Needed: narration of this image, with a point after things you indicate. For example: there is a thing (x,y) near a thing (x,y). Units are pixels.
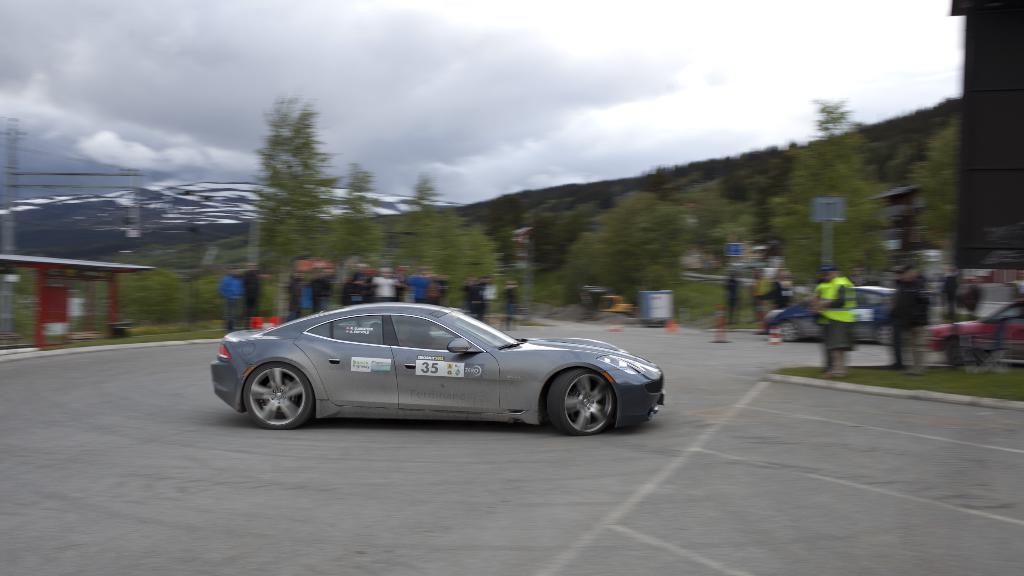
In this image, there are a few vehicles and people (516,284). We can also see the ground (724,374) with some objects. We can see some poles (827,221) with boards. We can also see a red colored object (61,269) on the left (92,282) and a black colored object (968,74) on the right (994,251). There are a few trees (587,210), towers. We can also see some wires (28,175). We can see some hills (139,211) and the sky (119,159) with clouds (225,172).
